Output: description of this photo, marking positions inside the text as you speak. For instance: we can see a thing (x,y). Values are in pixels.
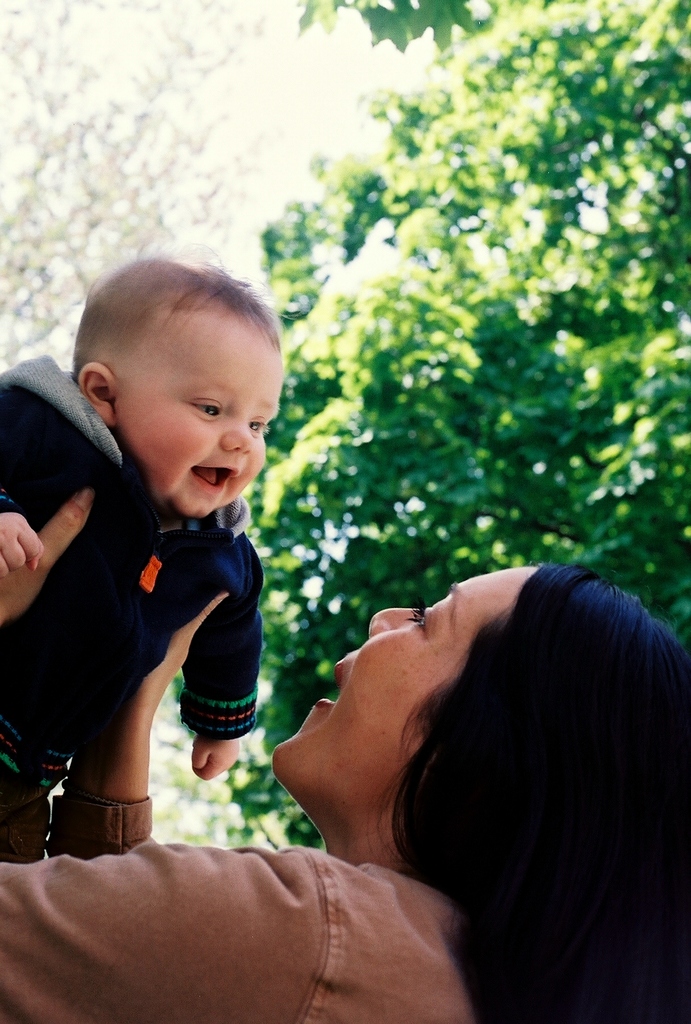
In this image, we can see a woman (336,931) is carrying a baby (126,600). They both are looking at each other and smiling. Background (608,145) we can see trees (268,684).
